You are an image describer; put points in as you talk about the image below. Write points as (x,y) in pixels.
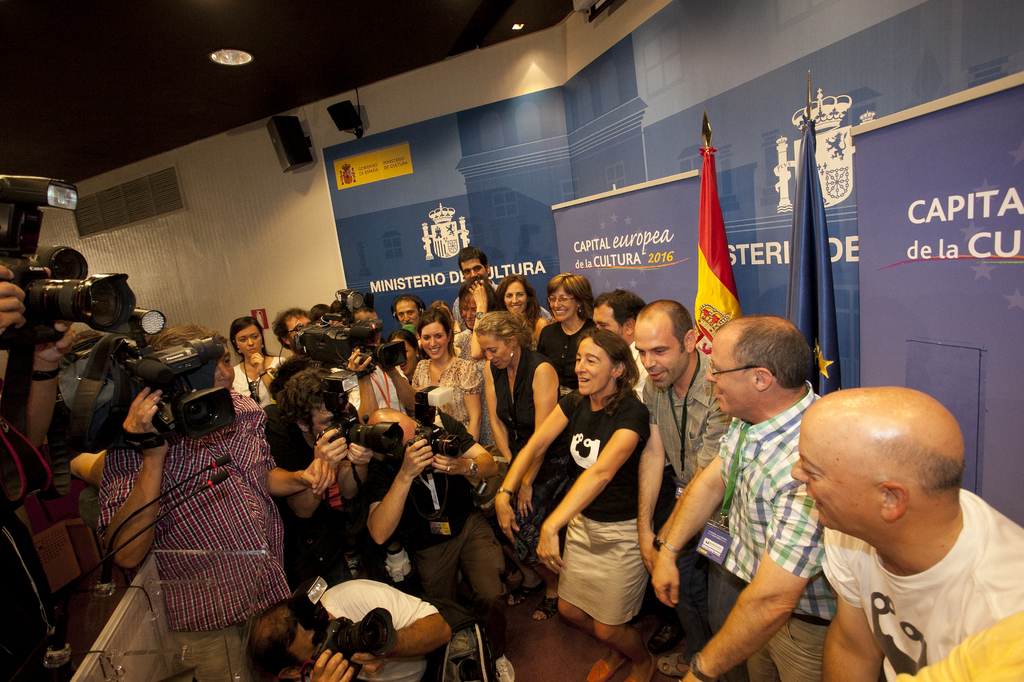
In this image we can see people (596,392) standing. And some of them are holding cameras (107,317). And we can see the flags (703,201), posters (630,264). And we can see the board (522,202) with some text (966,197) on it. And we can see the lights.
